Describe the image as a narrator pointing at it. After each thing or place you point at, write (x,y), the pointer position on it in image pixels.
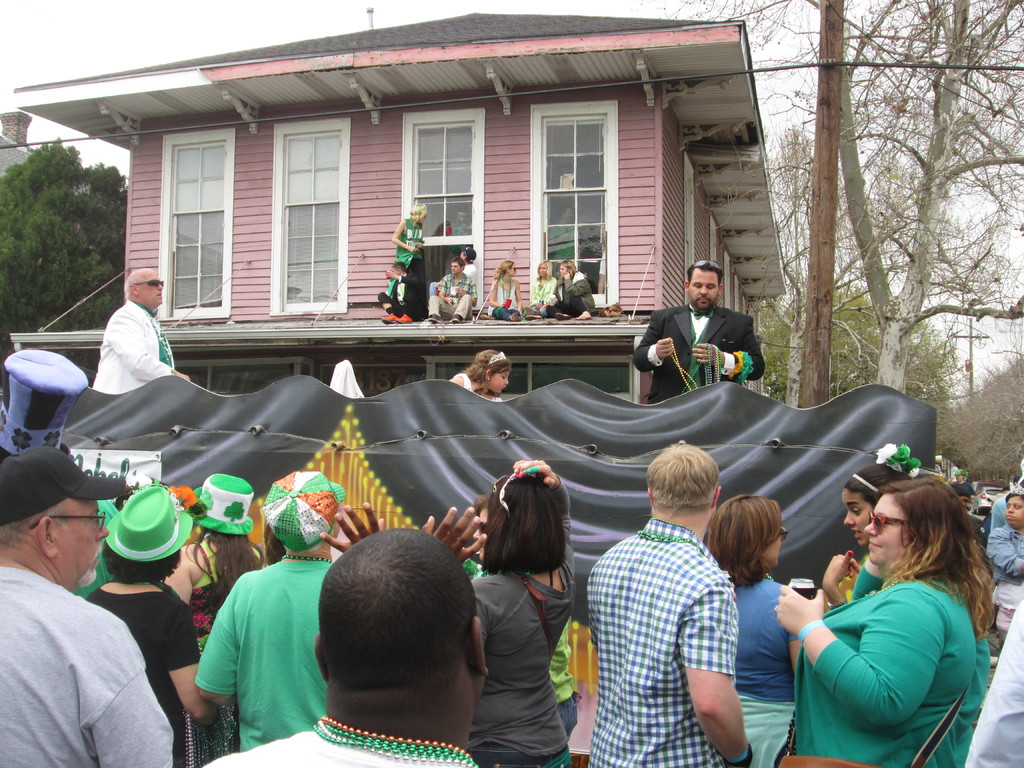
In this image, we can see buildings (370,162), trees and there are some people (418,219) sitting on the roof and we can see a pole (967,365), a board (264,425) and there are people (423,550) and some of them are wearing caps (321,509) and some are wearing hair bands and flowers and there are some other people (842,625) holding objects (815,591) in their hands (838,580).
